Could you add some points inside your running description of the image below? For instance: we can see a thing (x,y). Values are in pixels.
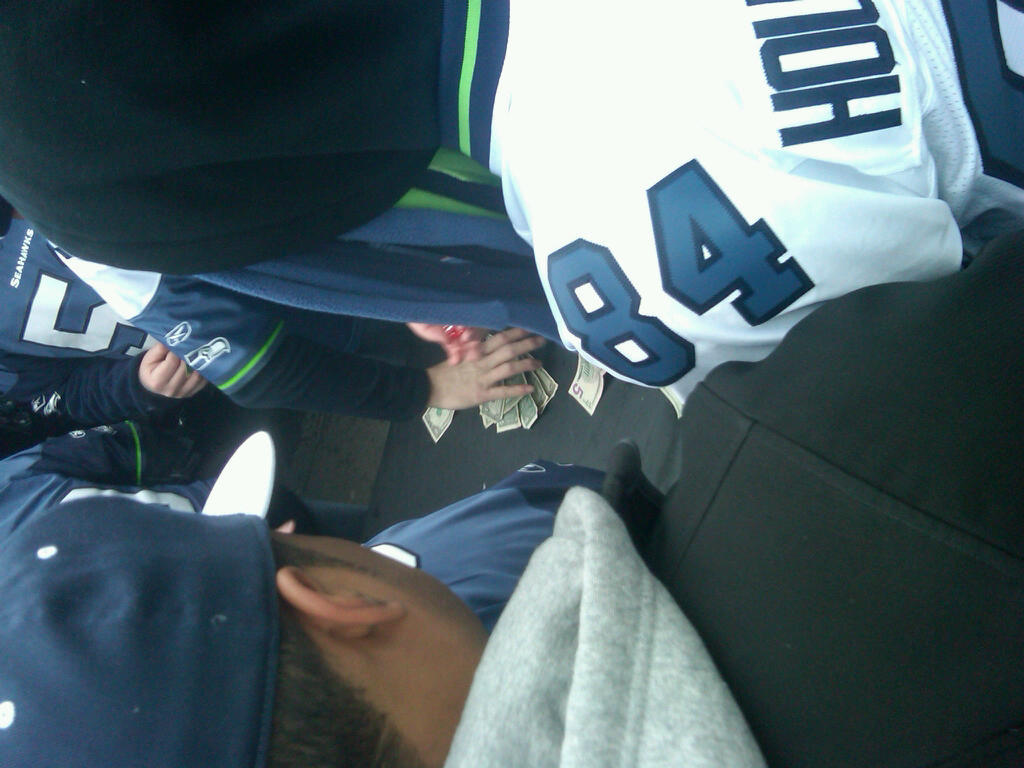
In this image I can see few people (167,566) around and wearing blue, white, black and ash color dress (637,355). I can see a person hand (471,402) and money (538,392).
